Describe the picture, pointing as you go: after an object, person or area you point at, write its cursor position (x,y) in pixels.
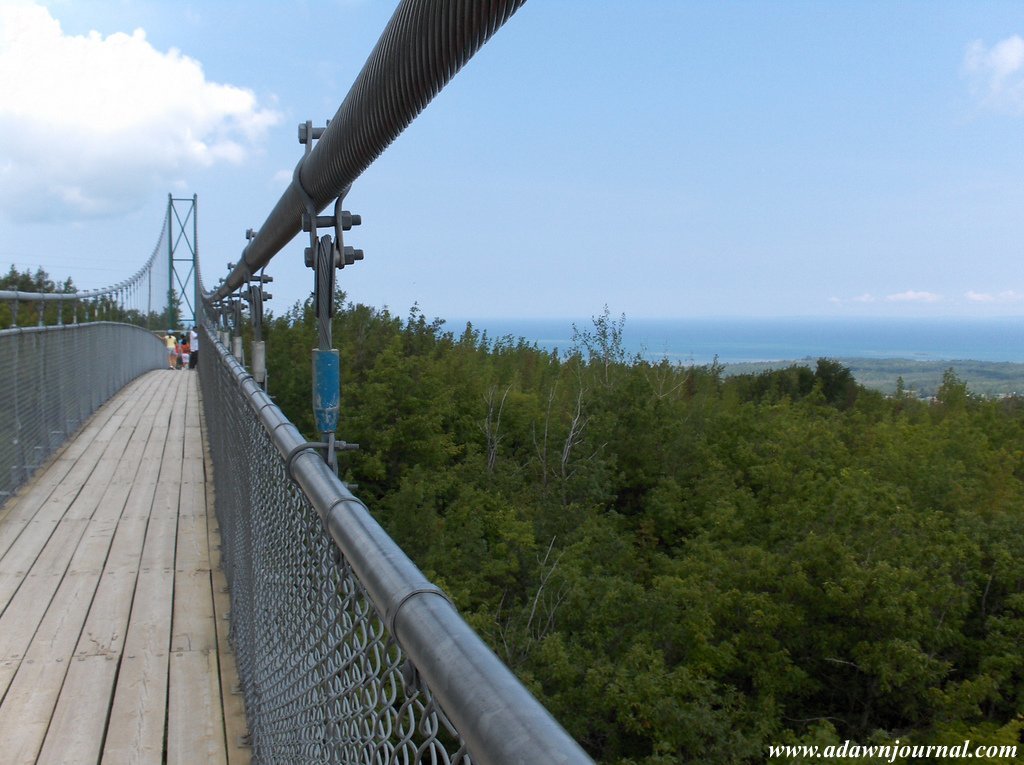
In this picture I can see a foot over bridge (156,416) and trees (684,497) and I can see a blue cloudy sky (758,269) and text (798,757) at the bottom right corner of the picture (915,749).
